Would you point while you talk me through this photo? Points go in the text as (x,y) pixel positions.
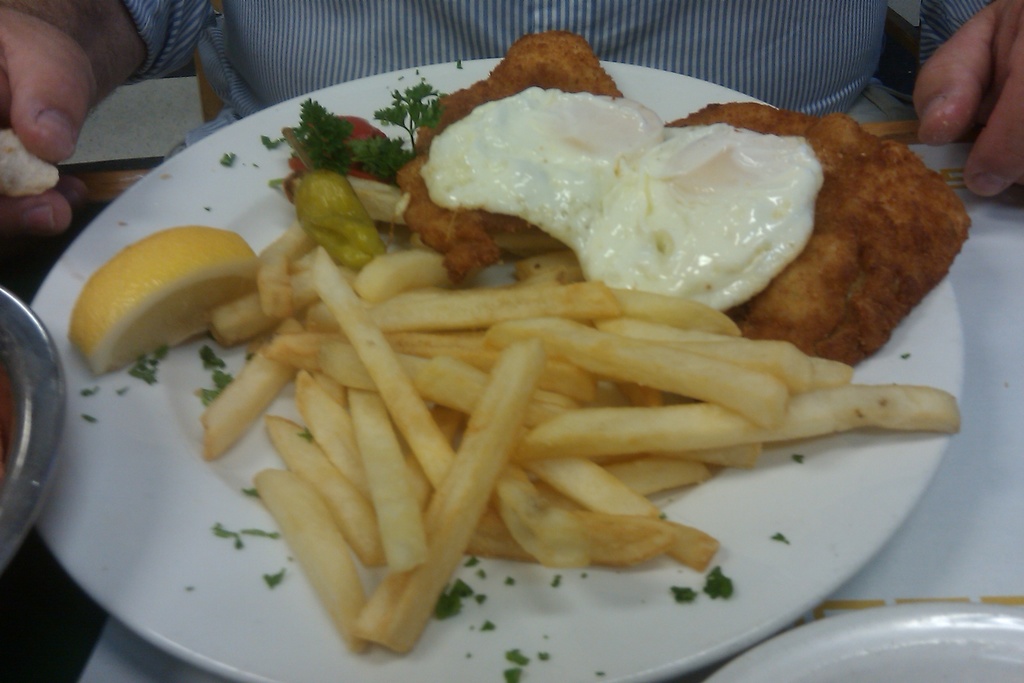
In this image we can see food items (696,363) in a plate (858,471). Here we can see hands (39,28) of a person (209,33).
